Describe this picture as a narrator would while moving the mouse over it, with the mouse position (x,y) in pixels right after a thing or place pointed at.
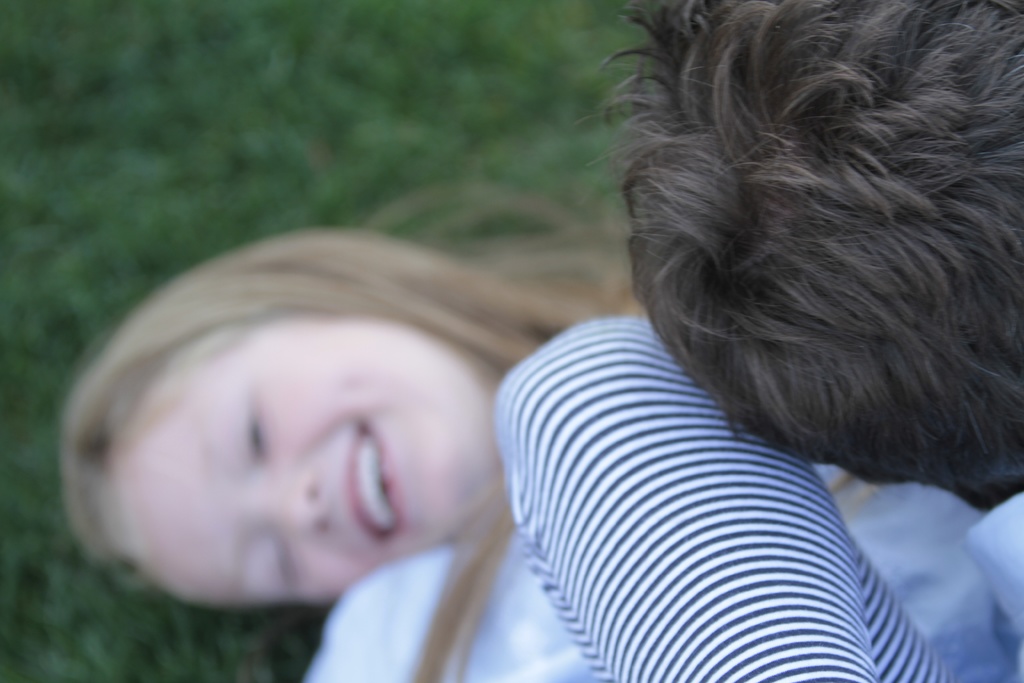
In this image we can see a girl (485,605) lying on the ground (328,84). We can also see some grass (344,92) and the head (889,344) of a person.
